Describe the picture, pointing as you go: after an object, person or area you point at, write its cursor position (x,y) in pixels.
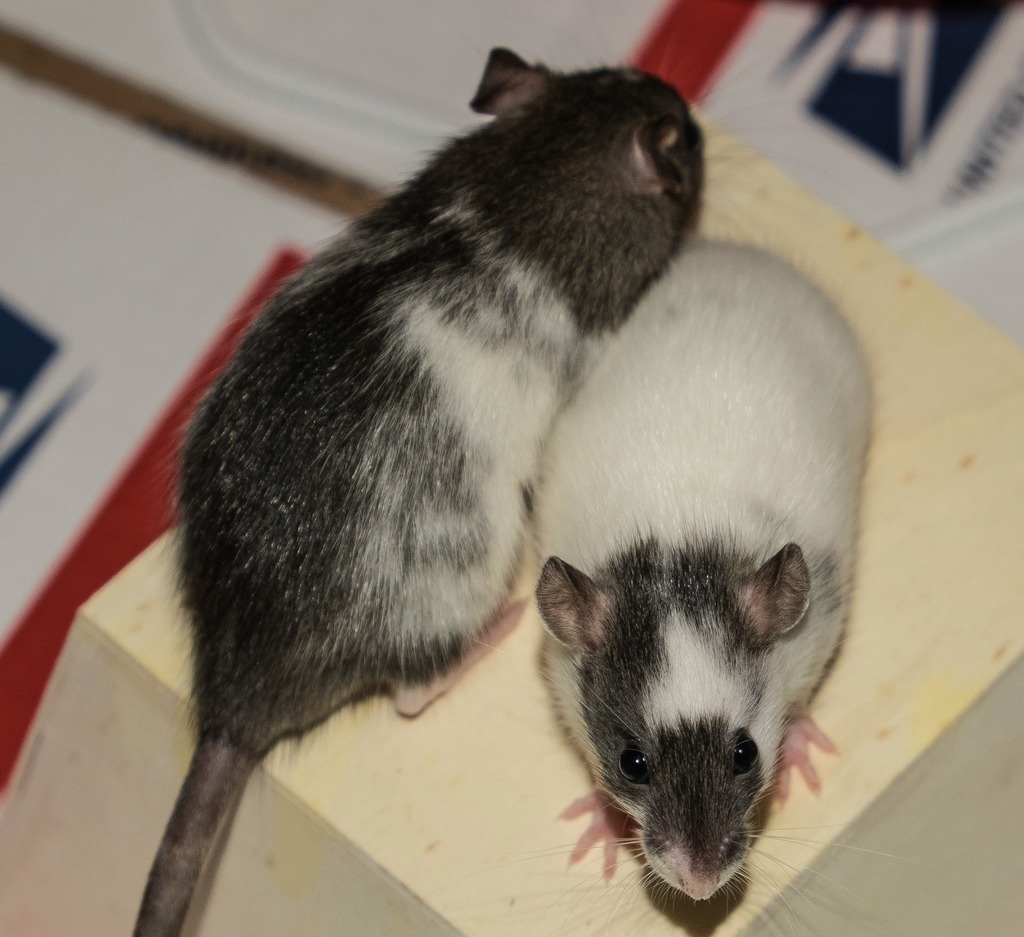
In this image we can see two rats (616,530) standing on the wood block (516,824).
